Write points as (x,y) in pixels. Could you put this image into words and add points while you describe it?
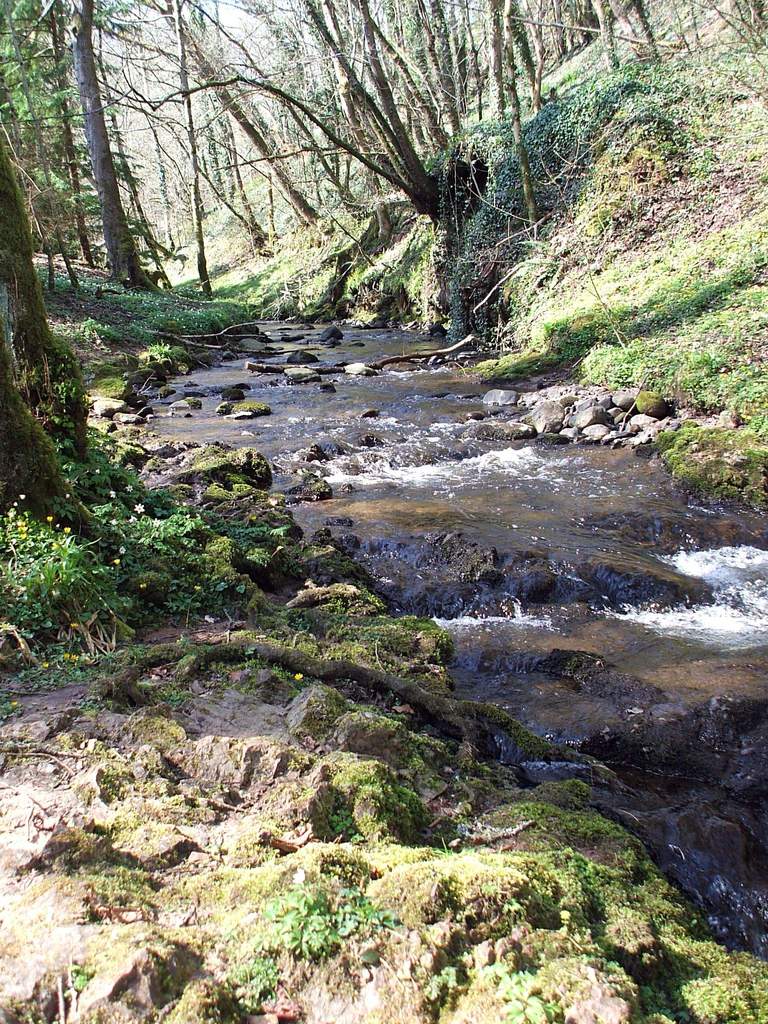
There is a river (432,437). Also there are rocks (173,464). On the sides there are plants (52,545) and trees (408,83).
